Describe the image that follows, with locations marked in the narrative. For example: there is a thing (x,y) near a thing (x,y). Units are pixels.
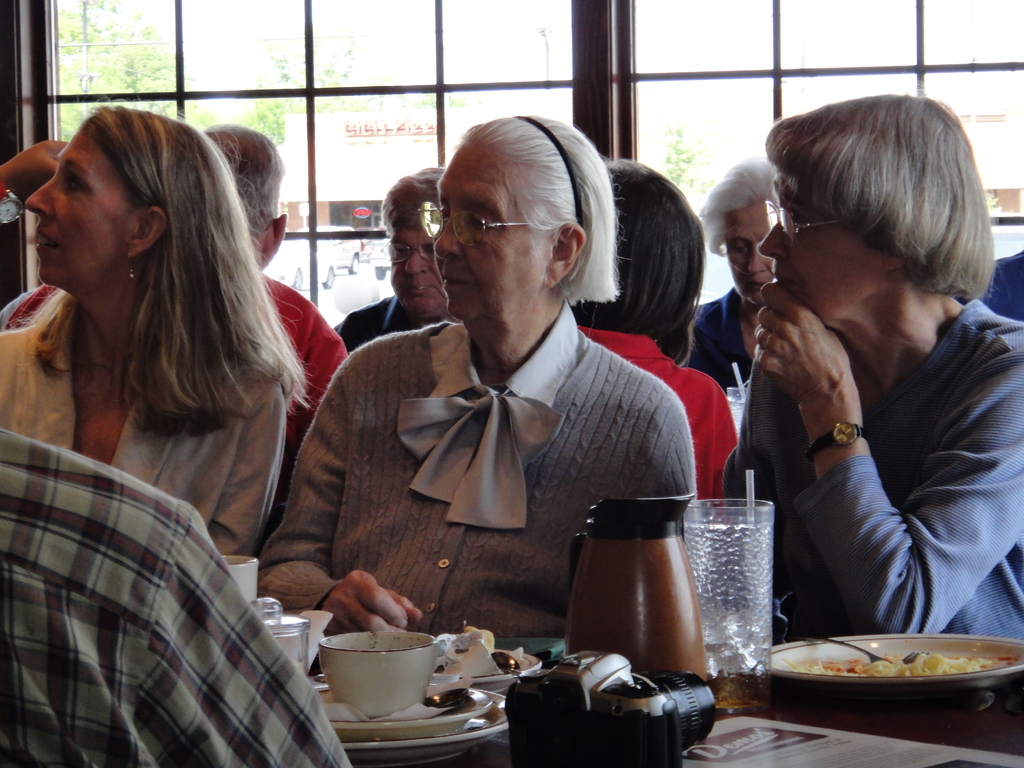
In this image we can see few persons (568,289) are sitting on the chairs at the table (499,648) and on the table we can see food items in the plates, bowl (328,660), jug (601,576), camera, glass (720,556) with liquid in it and objects (475,670). In the background (254,165) we can see few persons (272,158) are sitting at the window (390,63). Through the window glass doors (395,93) we can see buildings (323,168), vehicles (323,272) on the road (361,264), trees (170,64) and sky (909,9).
